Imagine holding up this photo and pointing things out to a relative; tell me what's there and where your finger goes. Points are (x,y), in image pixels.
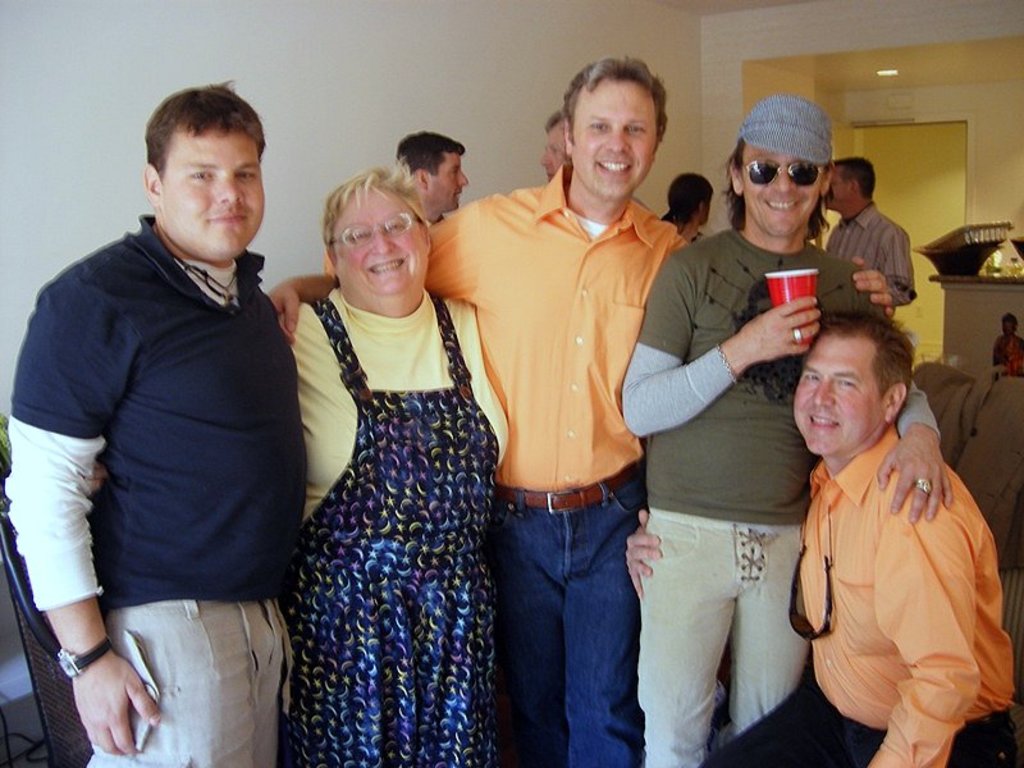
In this image we can see people (518,546) standing. In the background of the image (455,104) there is wall (453,81). There is a door (868,144).
